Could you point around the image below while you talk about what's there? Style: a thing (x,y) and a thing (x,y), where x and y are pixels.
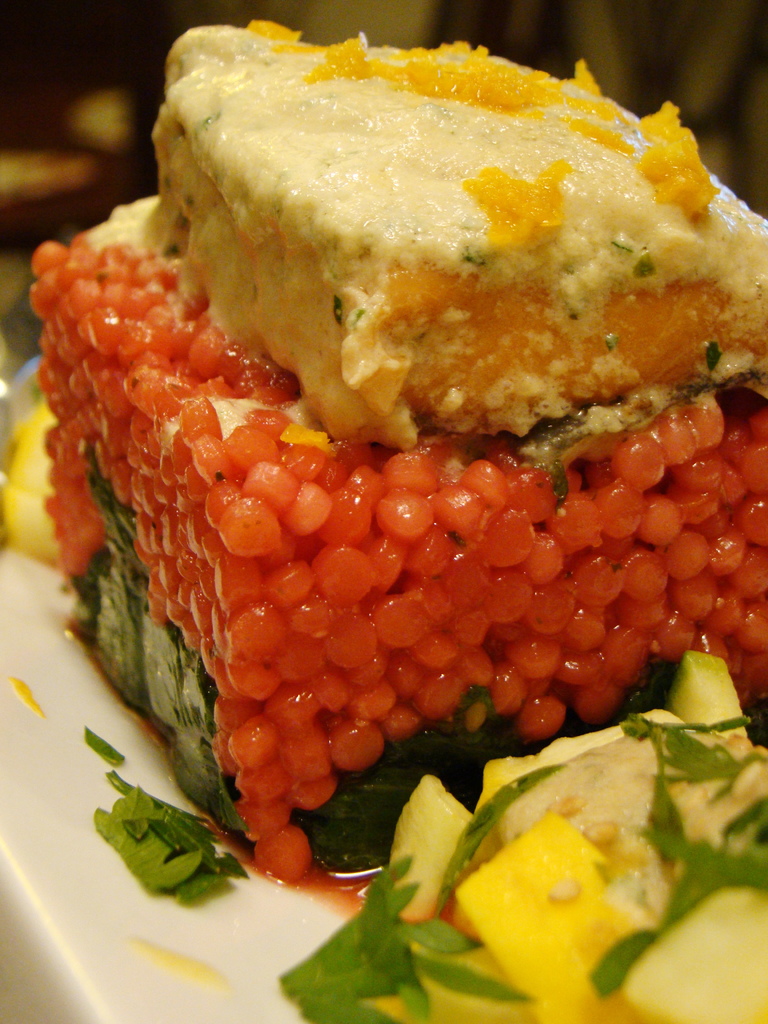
In this picture, we can see different kind of food (286,586) on an object (72,761) and there is a blurred background (707,112).
